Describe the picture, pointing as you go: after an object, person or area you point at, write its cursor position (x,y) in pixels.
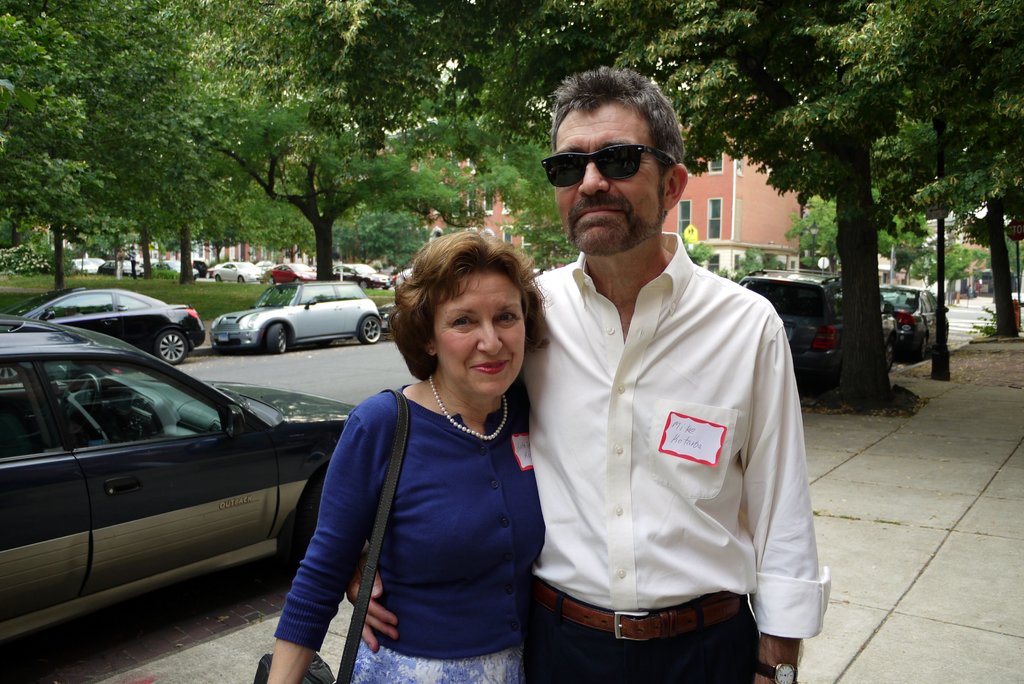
In this image there is a man (613,442) and a woman (487,589) on a footpath (898,518), beside the footpath (262,629) there is a road (361,359) on that road (346,353) cars (331,413) are parked aside and there are trees (862,246) in the background (529,68).
